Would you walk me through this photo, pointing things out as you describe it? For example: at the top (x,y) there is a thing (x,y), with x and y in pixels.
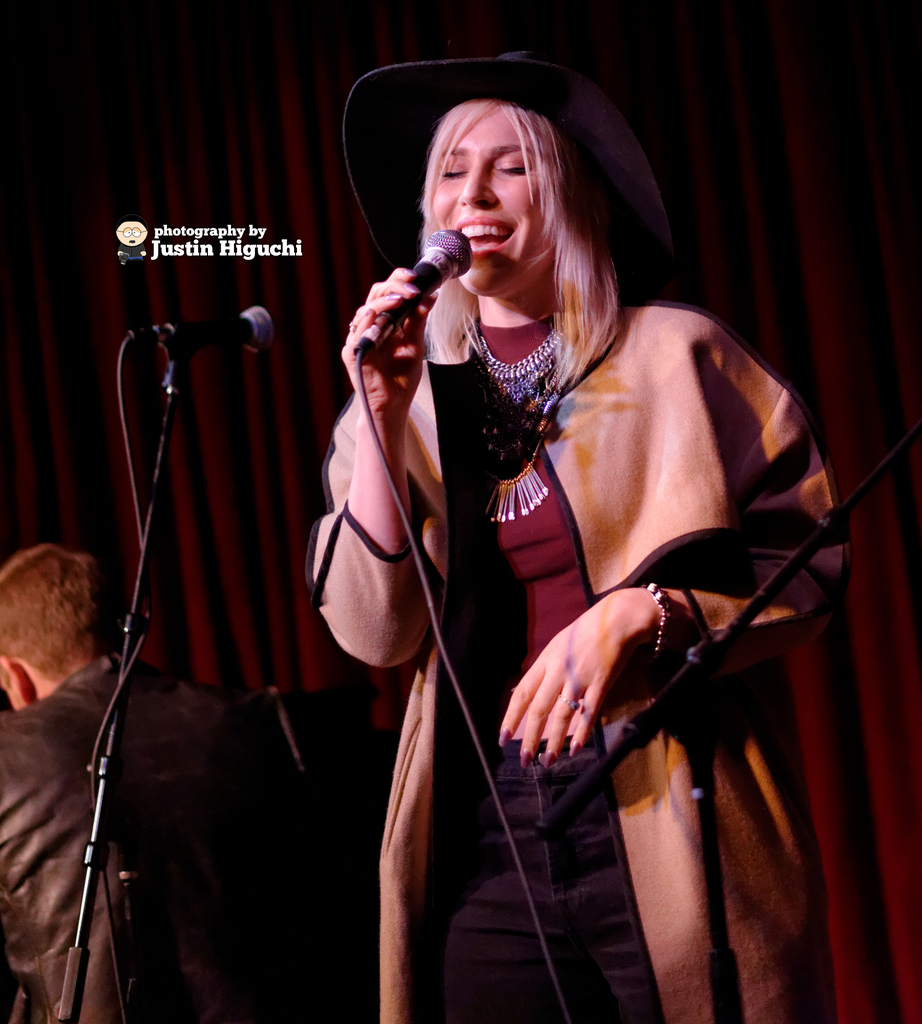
In this picture a woman (526,254) wearing a jacket (614,487) with jewelry (526,392) on her and wearing a cap (399,111) and holding a mic (409,303) in her hand (382,353), seems like singing a song. In the back ground (782,243) there is a maroon curtain (782,197) and in the left side of the picture (76,792) there is person (95,693) wearing a black jacket (150,725) and sitting.
